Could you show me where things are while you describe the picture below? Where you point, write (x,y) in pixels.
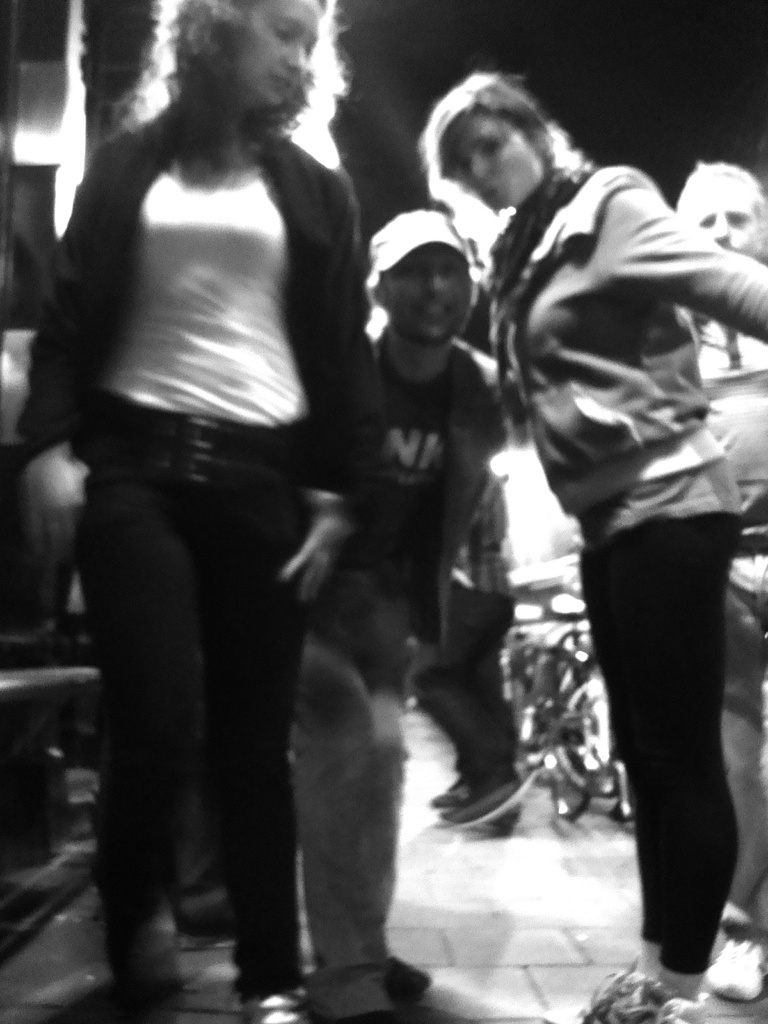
There are people (460,275) in motion. In the background (426,74) it is dark.
